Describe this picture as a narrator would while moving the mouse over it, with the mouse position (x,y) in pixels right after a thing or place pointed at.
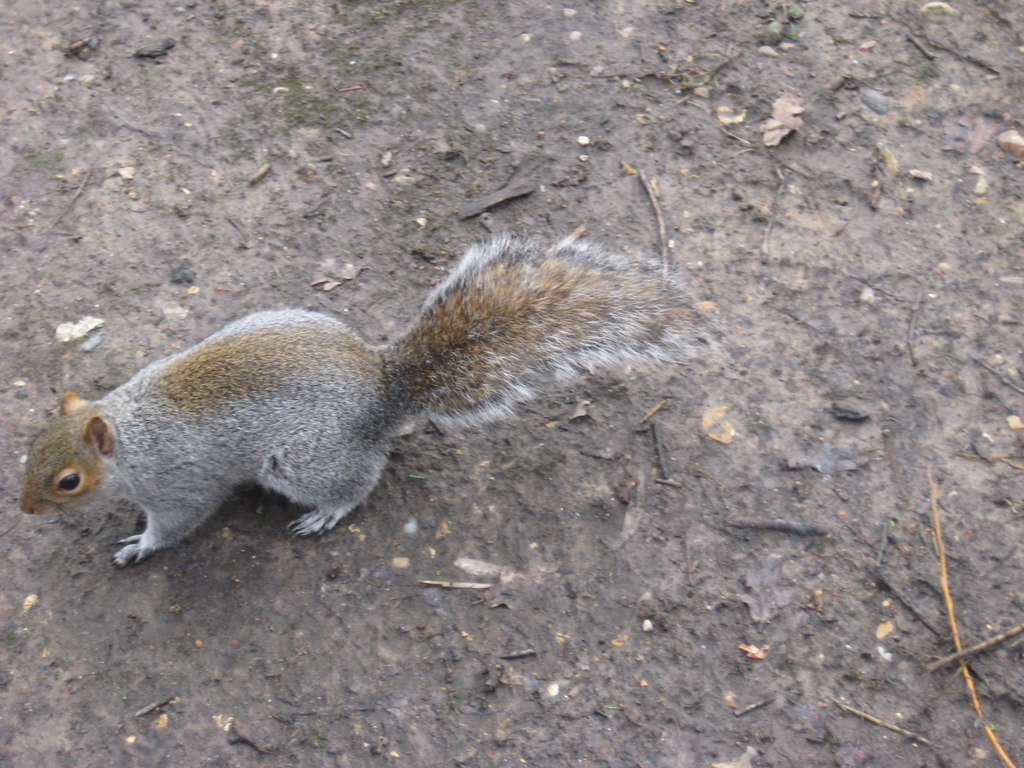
In this image on the left (56,468) there is a squirrel (344,371). In the middle (366,323) there is a land (845,394).
